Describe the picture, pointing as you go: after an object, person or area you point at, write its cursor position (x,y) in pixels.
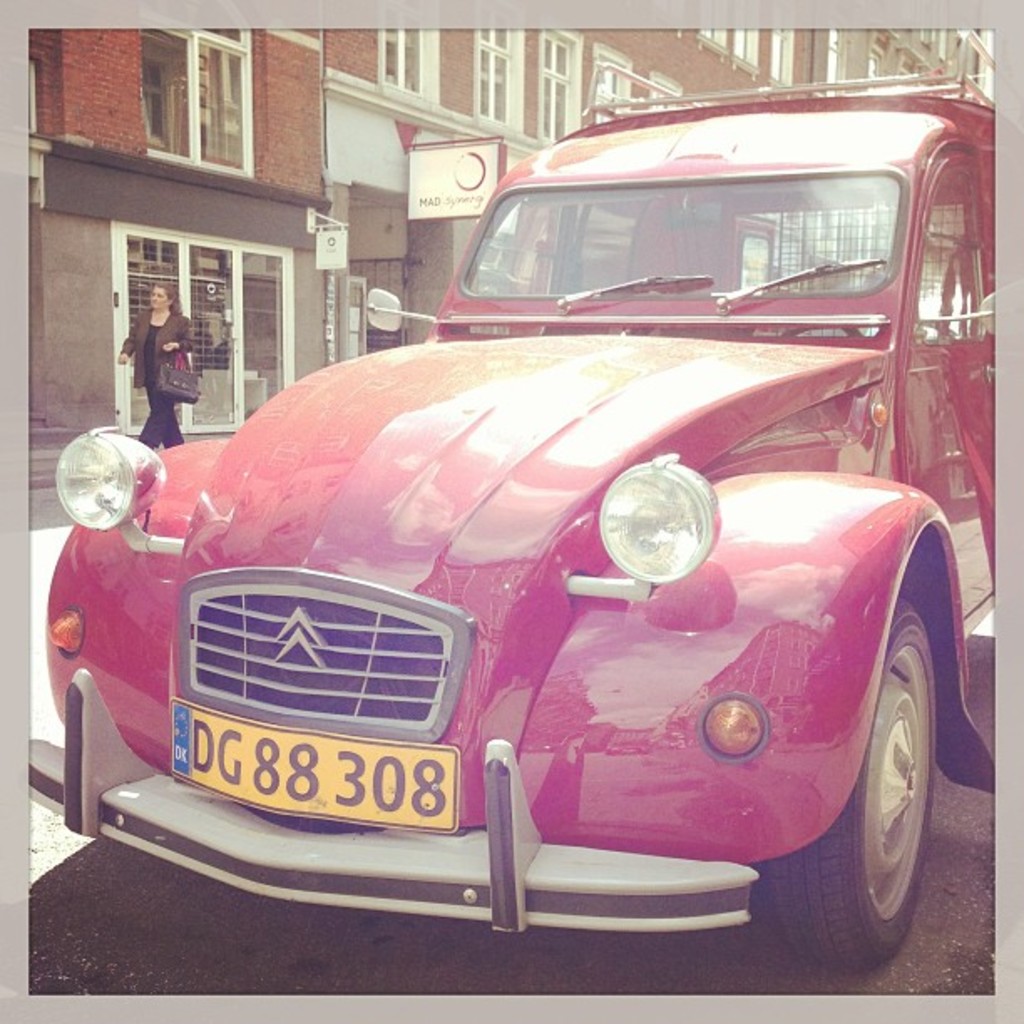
In this picture we can see a car (845,923) and a registration plate (424,796) on a car (630,924). There is a board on the pole (331,316). We can see another board (495,166) on the building (296,271). A woman (157,414) wearing handbag (166,390) is walking on the path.
